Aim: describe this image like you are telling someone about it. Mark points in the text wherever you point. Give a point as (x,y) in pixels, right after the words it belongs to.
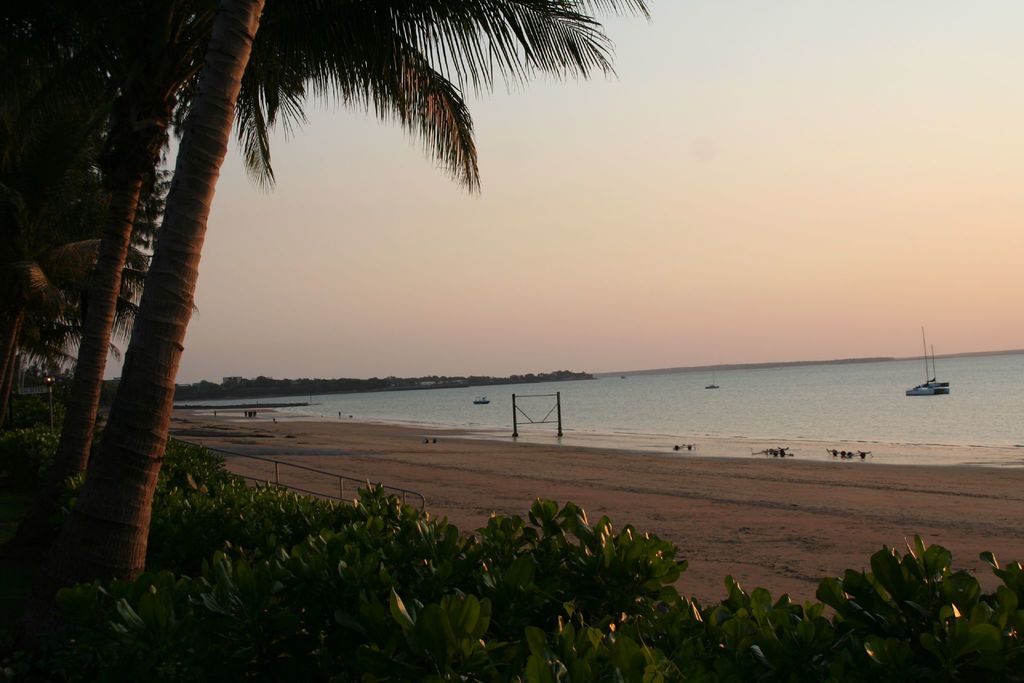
In this image we can see a few boats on the water (677,410), there are some trees (131,350), plants (168,553), poles (547,422) and some other objects (757,450), in the background (677,244) we can see the sky (747,193).
